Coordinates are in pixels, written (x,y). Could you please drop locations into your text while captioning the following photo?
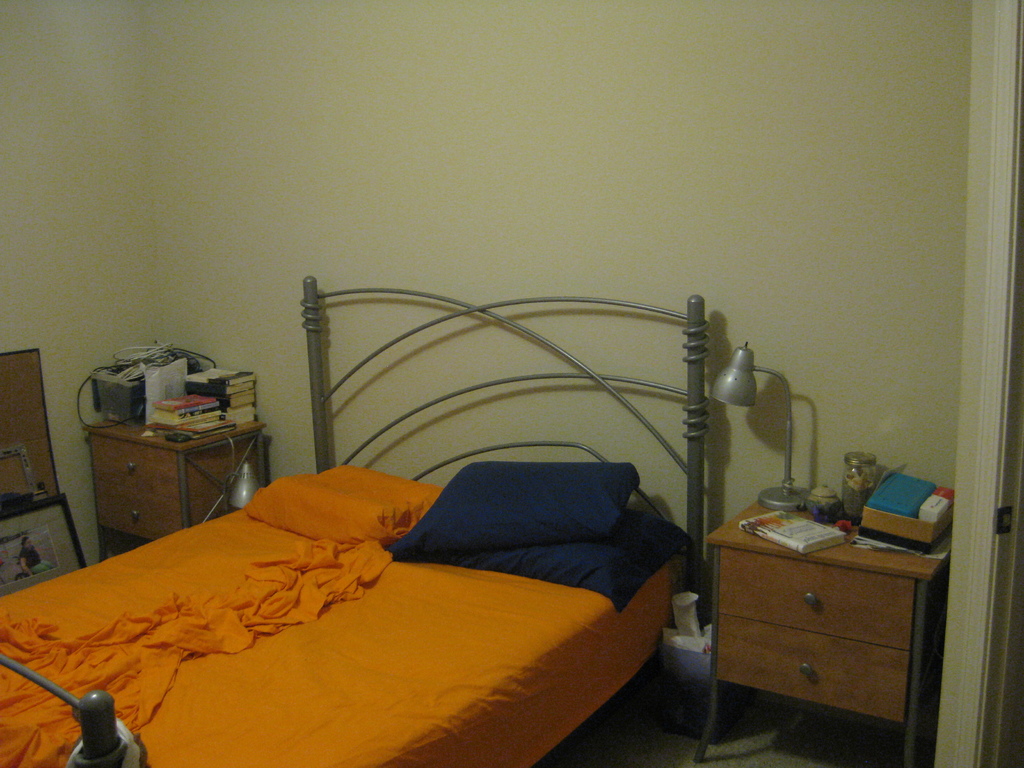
This picture is taken inside the room (272,654), In the middle (389,476) there is a bed (233,524) on the bed (468,646) there is a orange color cloth (311,630), In the right side (765,666) there is a table (731,595) in yellow color, There are some books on the table (803,612), In the left side of the image (172,495), There is a yellow color table (170,510) on that there are some books (172,403) on the table (103,466), In the background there is a yellow color wall (88,465).
